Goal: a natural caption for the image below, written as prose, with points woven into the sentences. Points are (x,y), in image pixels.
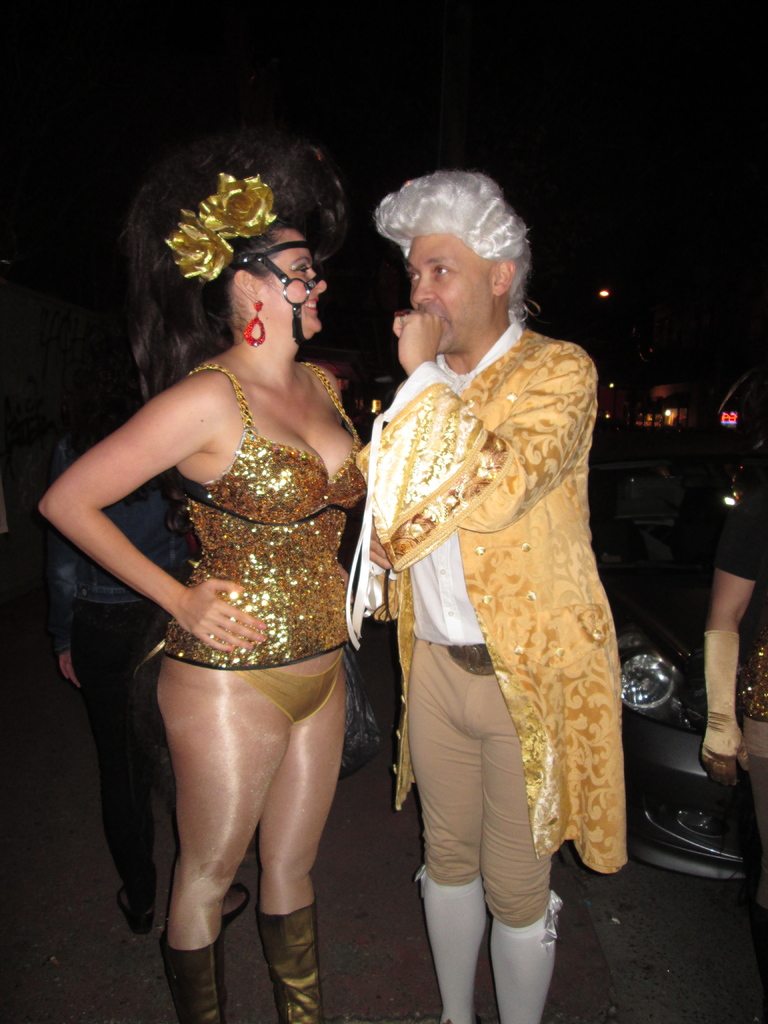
In this image, there is an outside view. There are two persons (424,541) standing and wearing clothes (277,554). There is a car (654,655) in the bottom right of the image (654,705). There is a person (54,632) in the left side of the image (81,604).
